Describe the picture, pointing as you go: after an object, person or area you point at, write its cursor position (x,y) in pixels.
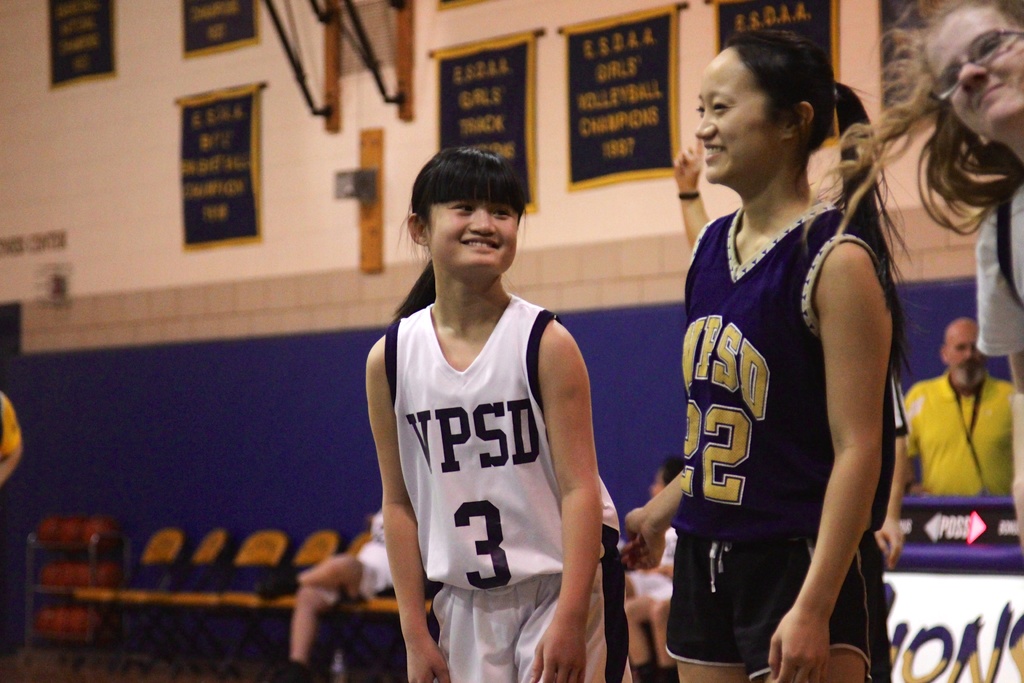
In the image there are two girls (760,273) standing. On the right corner of the image (966,137) there is a person (999,133) with spectacles (996,55). Behind them there are chairs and there is a man (959,495) behind the poster (947,598). In the background (210,303) there is a wall (356,167) with posters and wooden objects (407,53).
